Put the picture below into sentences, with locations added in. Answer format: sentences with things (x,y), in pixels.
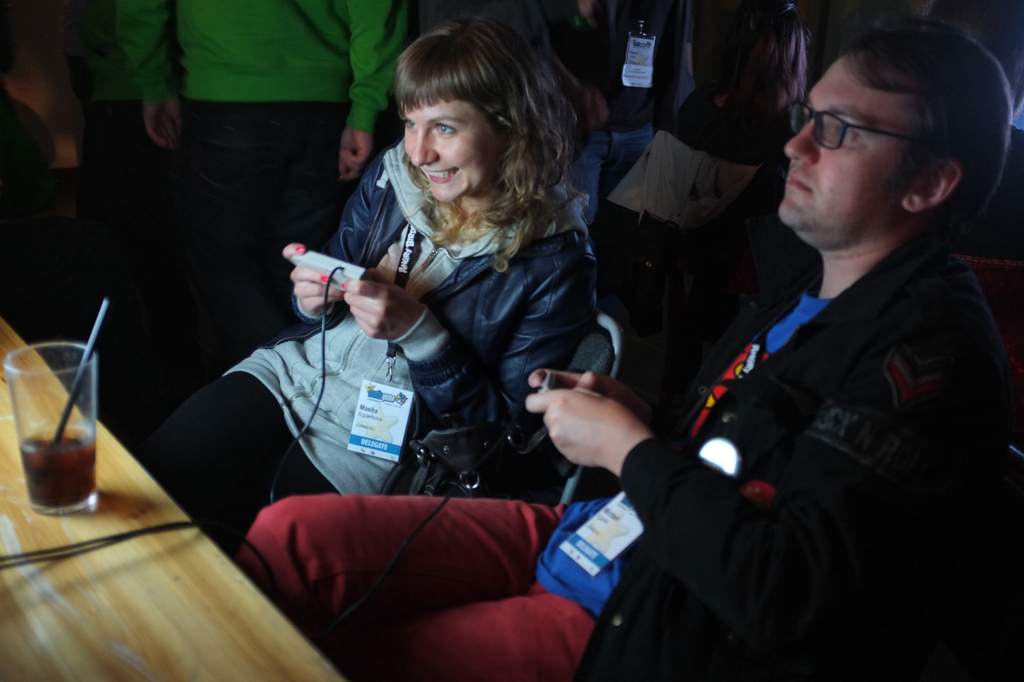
In this picture we can see people (390,629). On a wooden platform (162,635) we can see drink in the glass (86,483) with a stirrer (92,337). We can see the wires (130,536). We can see a woman (444,271) is holding a device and smiling. We can see a man (632,450) wearing spectacles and holding a device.
